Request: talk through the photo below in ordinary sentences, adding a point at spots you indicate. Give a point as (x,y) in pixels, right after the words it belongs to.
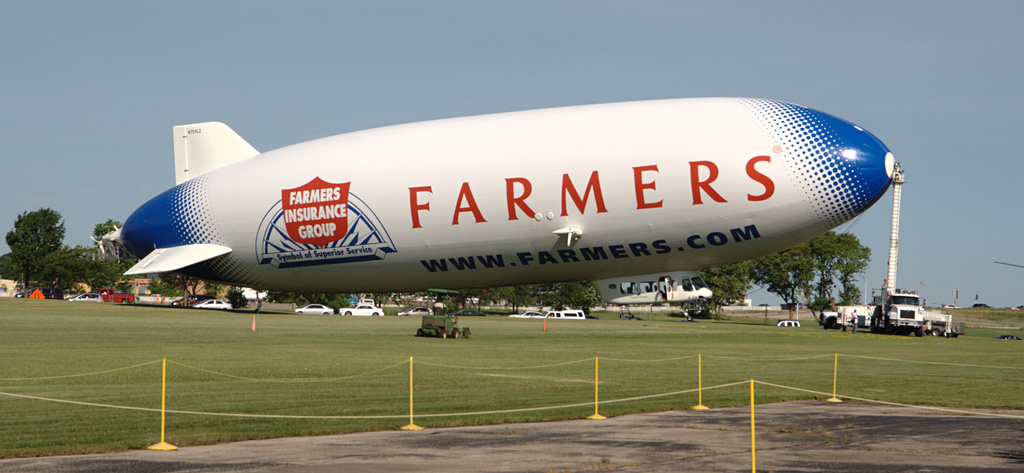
In this image I can see an airship (356,134), and there are some trees (60,287), vehicles (455,322) and small yellow color stand (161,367), rope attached to the stand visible on ground (385,331), at the top (802,41) there is the sky (714,32).
